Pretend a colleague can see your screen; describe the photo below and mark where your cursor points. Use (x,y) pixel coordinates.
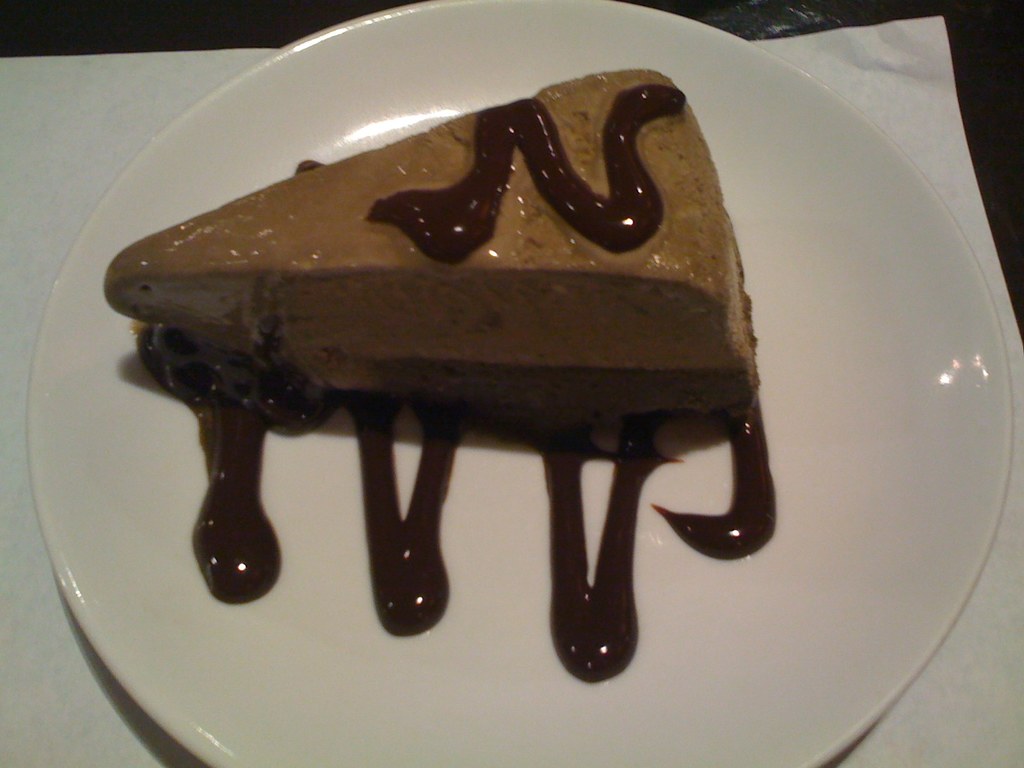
In the picture I can see food item (421,308) on a white color plate (487,599). This plate (468,563) is on a white color paper (38,616).
